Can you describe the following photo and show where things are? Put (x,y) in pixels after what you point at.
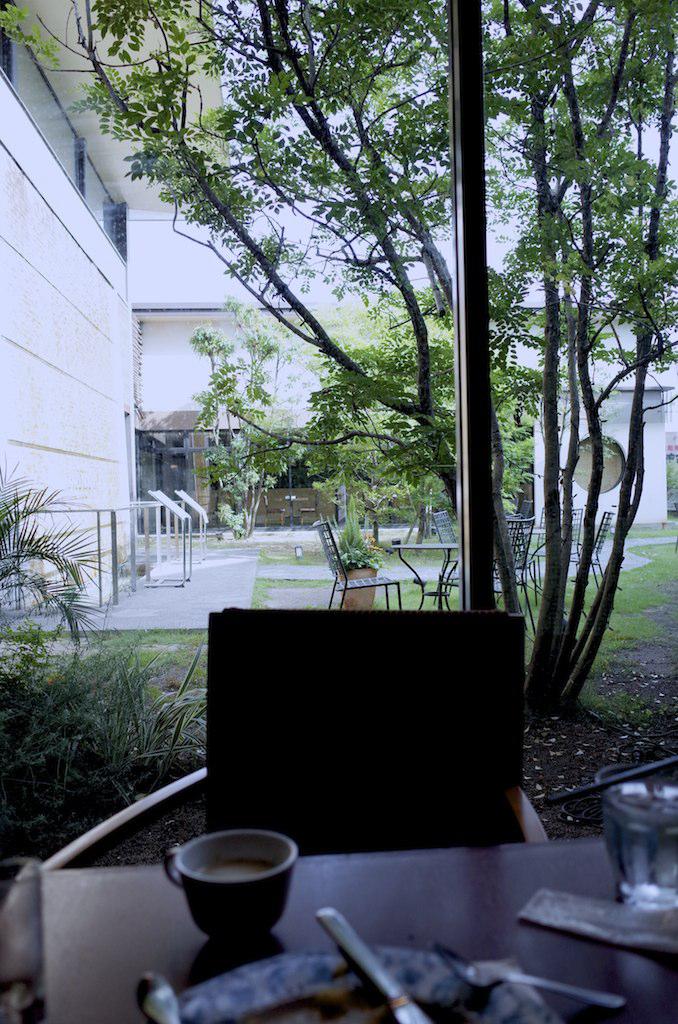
Here we can see a table (294,933) and cup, and plates (549,1011) on it and here is the chair (300,746), and here is the tree (404,355), and here is the building (80,320).
